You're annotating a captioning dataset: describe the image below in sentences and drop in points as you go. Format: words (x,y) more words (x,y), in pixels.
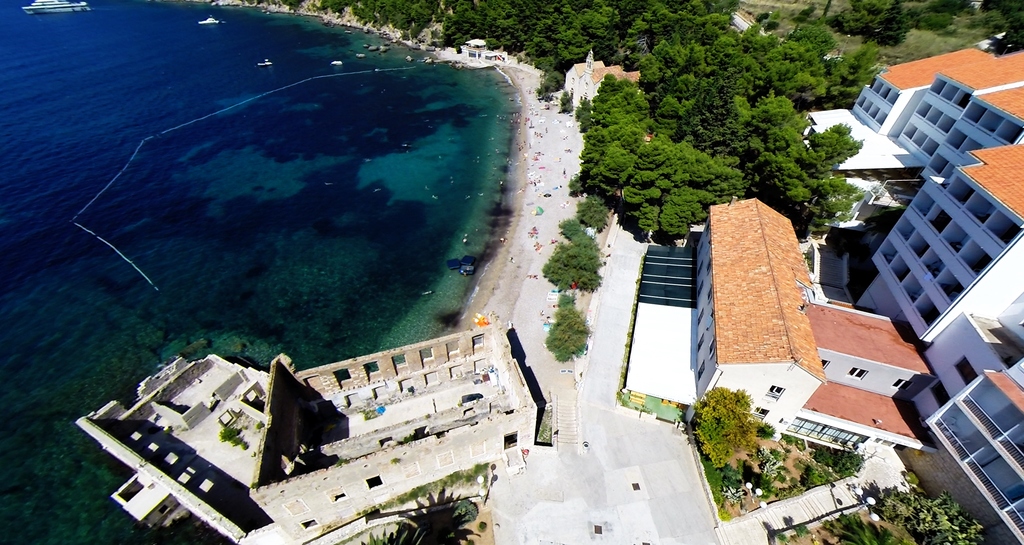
To the right side of the image (983,281) there are houses (963,79) with windows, roofs (675,351) and walls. There are many trees (593,274). And to the left side of the image (201,282) there is an ocean (165,27) with ships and to the seashore (549,123) there are few items (556,189). And to the top of the image (484,30) there are few trees (626,58). To the bottom left of the image (319,492) there are buildings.
